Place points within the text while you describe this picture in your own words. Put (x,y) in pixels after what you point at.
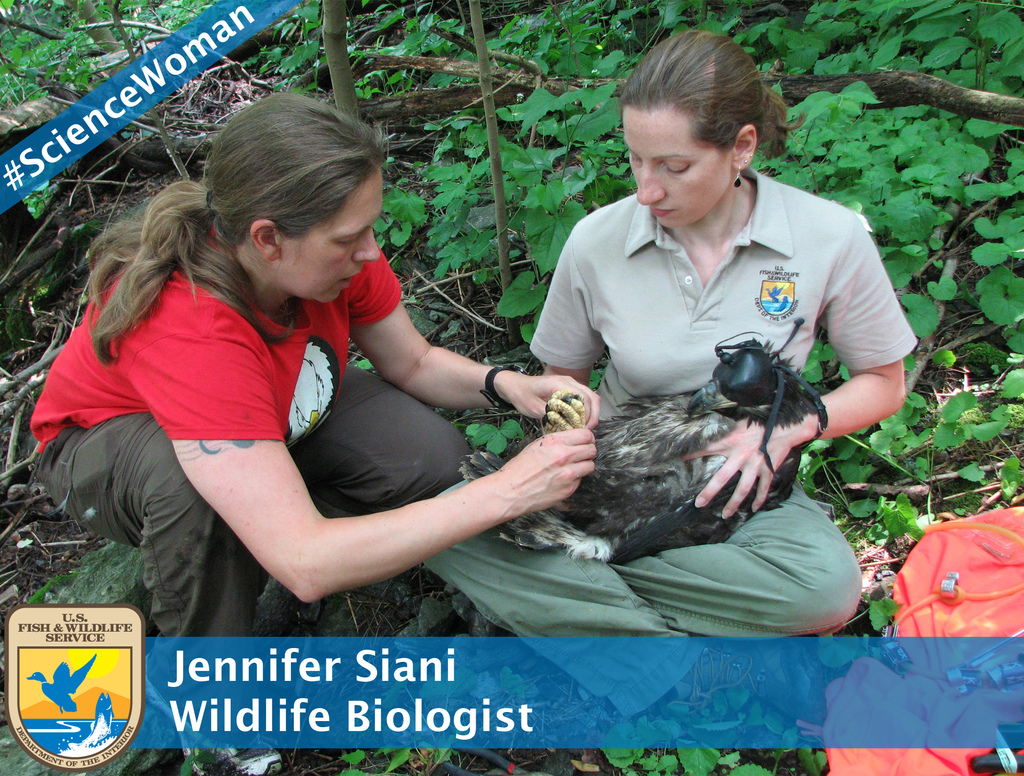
In the foreground of this image (547,562), there is a woman (828,558) sitting on the ground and holding eagle (644,509) in her lap (740,574). Beside her, there is a woman (222,419) squatting and holding the claws (557,419) of that bird (568,410). In the background (872,198), there are plants (918,16) and the sticks (917,73). On the right bottom (975,706), there is a bag (940,700). On the bottom (591,696), there is a watermark (468,706).
